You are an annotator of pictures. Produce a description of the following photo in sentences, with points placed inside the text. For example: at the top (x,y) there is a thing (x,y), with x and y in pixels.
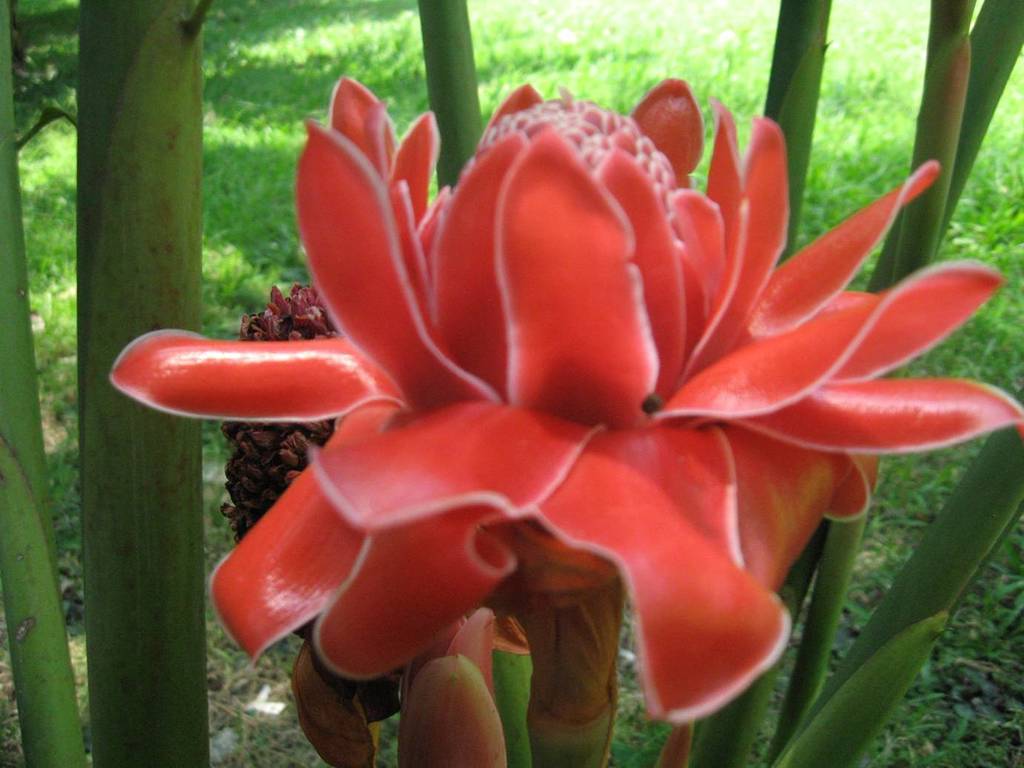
This image consists of a flower (637,444). It is in red color. There is grass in this image.
